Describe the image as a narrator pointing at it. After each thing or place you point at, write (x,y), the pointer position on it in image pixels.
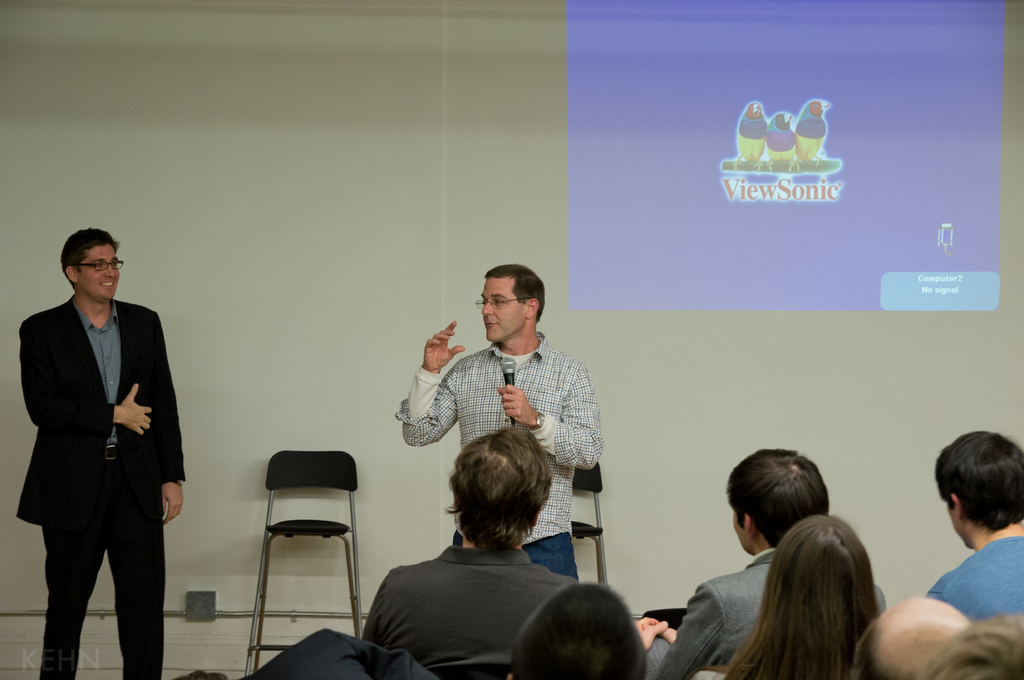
In a room (231,573) there are lot of crowd (705,647) sitting and chairs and listening to man (555,551) speaking on microphone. Behind him there are few chairs (581,489) and beside the chair (261,571) there is another man (155,653) standing in black blazer (179,448). And on the wall (343,59) there is projector screen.
